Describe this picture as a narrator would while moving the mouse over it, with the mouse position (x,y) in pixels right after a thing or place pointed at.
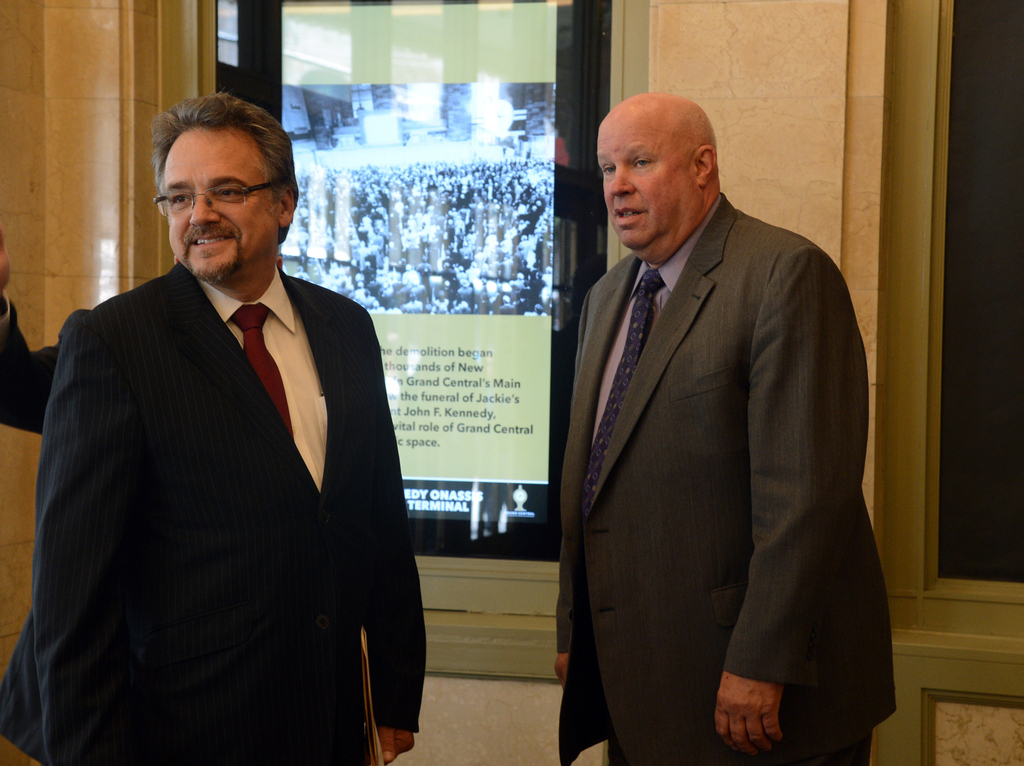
In this image there are some persons (255,502) standing in middle of this image (369,410) and there is a wall (786,129) in the background (731,112). There is one frame (449,303) attached on this wall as we can see in middle of this image (458,347).
